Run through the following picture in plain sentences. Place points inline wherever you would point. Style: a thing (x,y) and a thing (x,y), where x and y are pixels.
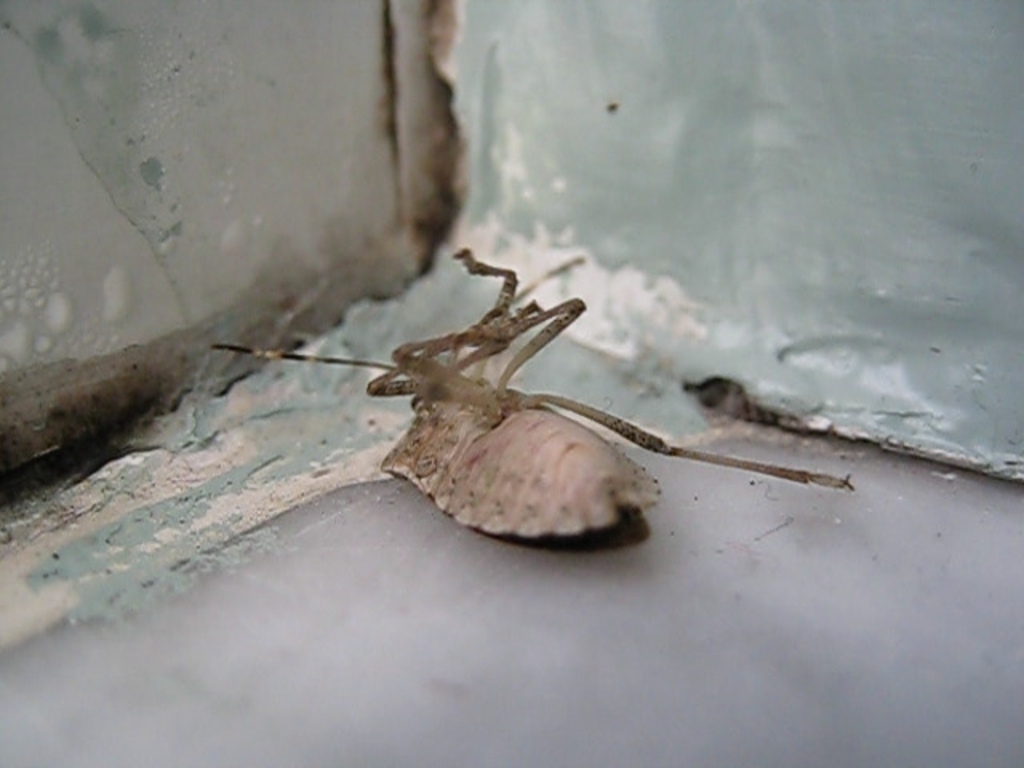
In this image I can see an insect (468,436) on the floor (466,611). At the top (369,134) I can see the wall (265,200).
